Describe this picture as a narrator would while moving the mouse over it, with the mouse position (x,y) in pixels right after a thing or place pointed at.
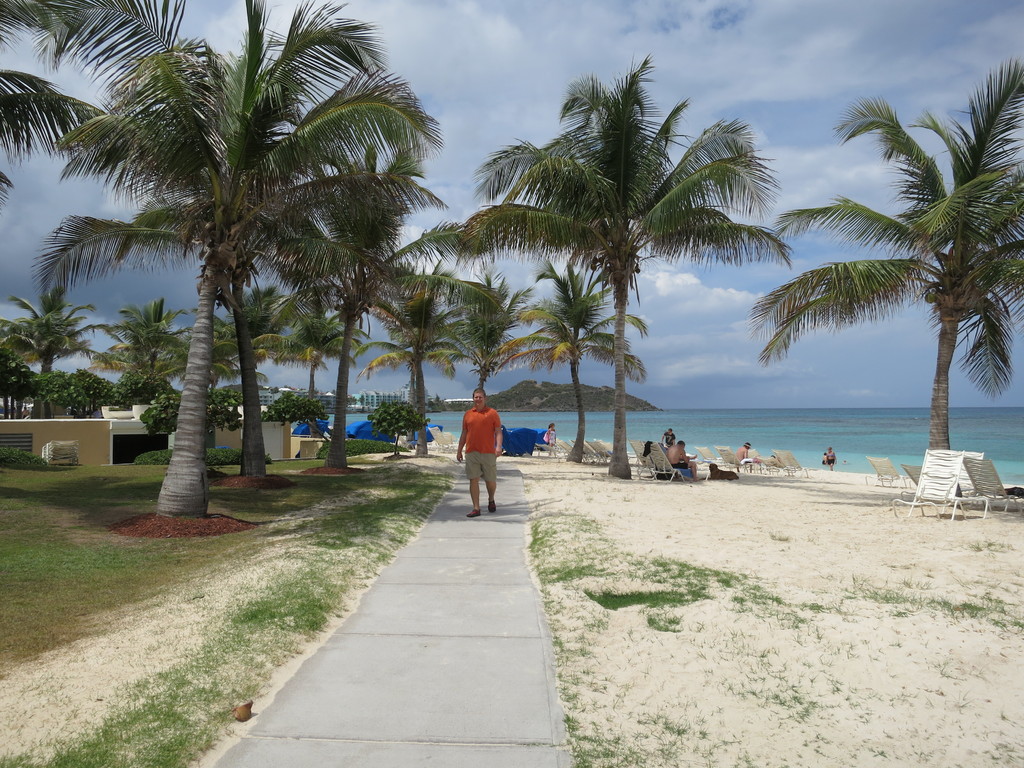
In this picture we can see a man (493,432) is walking on the walkway (463,501). Behind the man (471,456) there are groups of people (550,425), chairs (606,452), some blue objects (531,441), trees (582,411), a hill (530,395) and the cloudy sky (370,382). On the left side of the hill (497,403) there are buildings (305,394). On the left side of the image (98,430) there is a wall (22,424).
